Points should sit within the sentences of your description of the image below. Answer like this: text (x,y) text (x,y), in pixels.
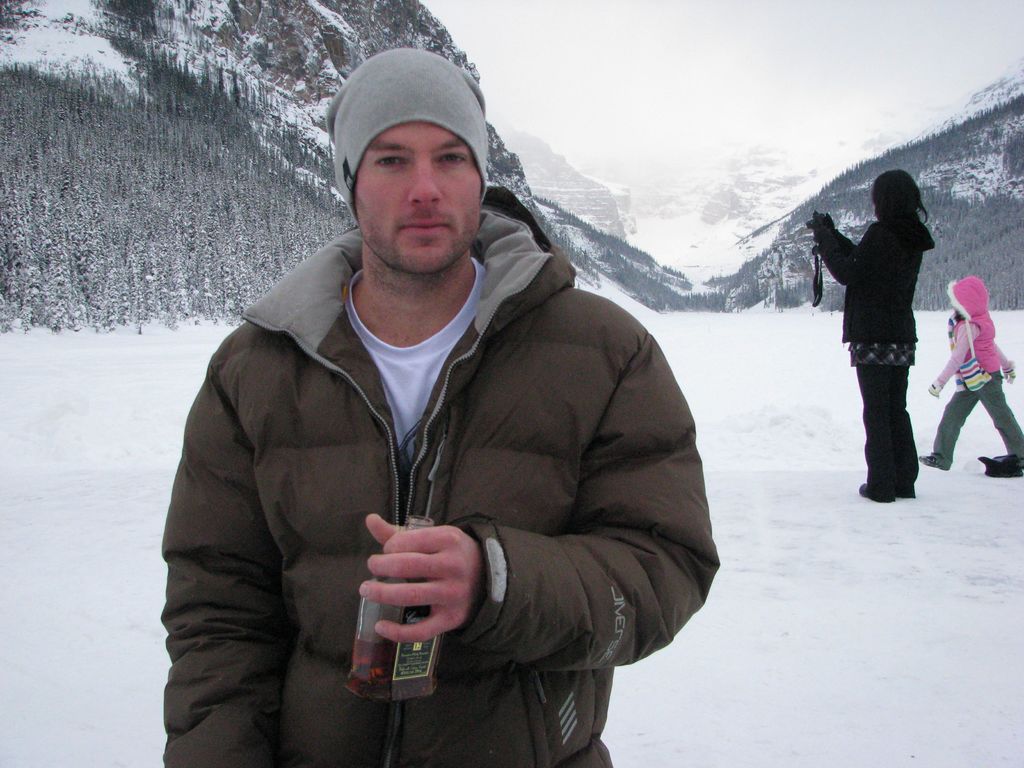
In the image we can see a man (587,445) standing, wearing clothes (598,502), cap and holding a bottle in his hand (402,560). Behind him we can see a woman (898,327) and a child (958,370) standing, wearing clothes (886,392) and the woman (908,314) is holding a camera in her hand (821,244). Everywhere there is a snow (752,433) white in color. Here we can see trees (158,207) and a sky (516,36).
